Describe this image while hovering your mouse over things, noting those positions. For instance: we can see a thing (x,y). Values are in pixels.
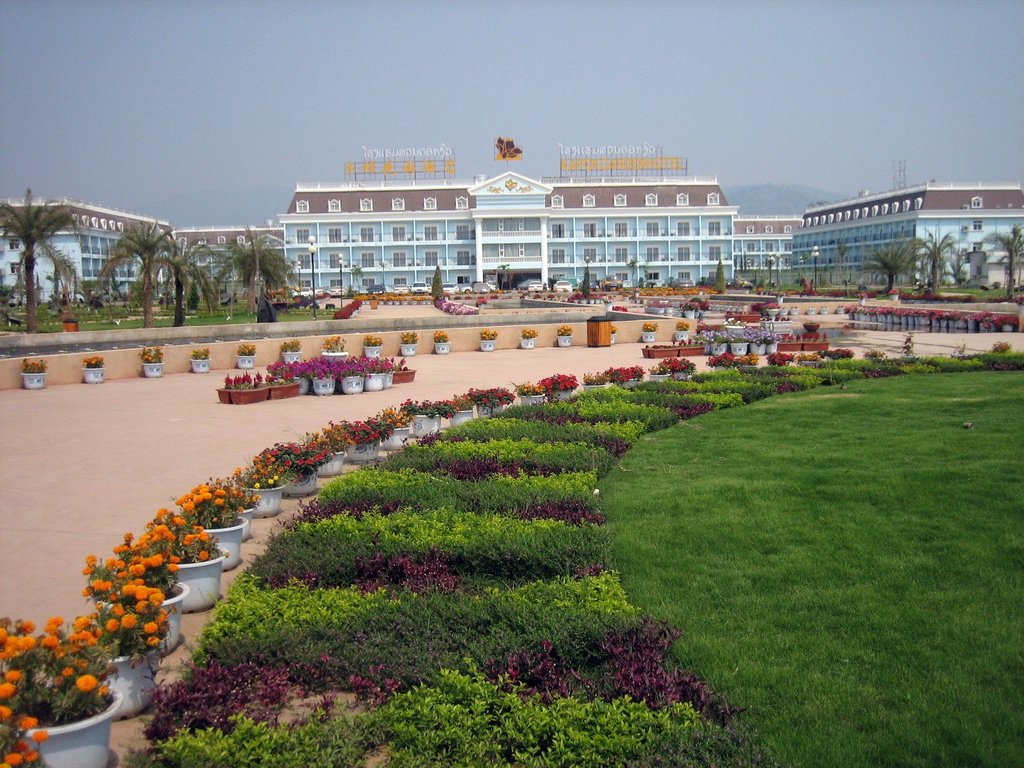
In the center of the image (610,272) there is a building (566,240). On the right (1023,227) and left of the image (40,240) we can see buildings (20,270) and trees (29,304). At the bottom of the image (25,735) we can see house plants (18,751) and grass (799,540). In the background (790,118) there is a sky (455,105).
